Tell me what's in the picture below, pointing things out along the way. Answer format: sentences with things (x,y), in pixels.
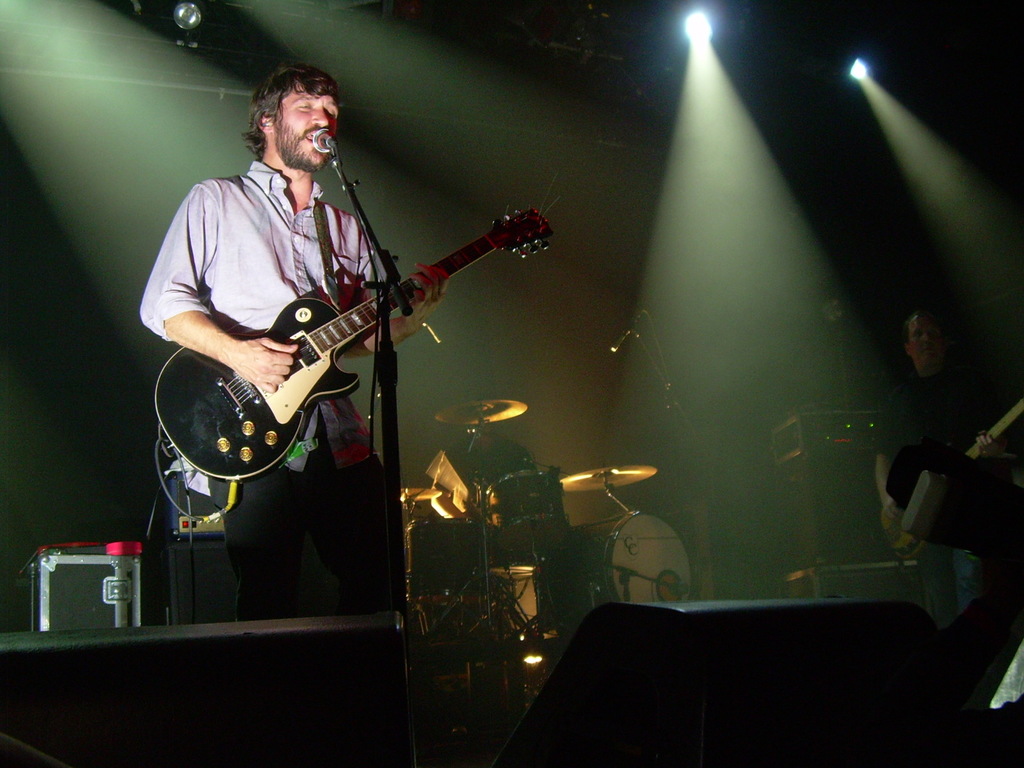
In this image i can see a person (282,282) holding a guitar (285,320) standing in front of a microphone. In the background (447,534) i can see few musical instruments (586,473) and a person (895,423).
